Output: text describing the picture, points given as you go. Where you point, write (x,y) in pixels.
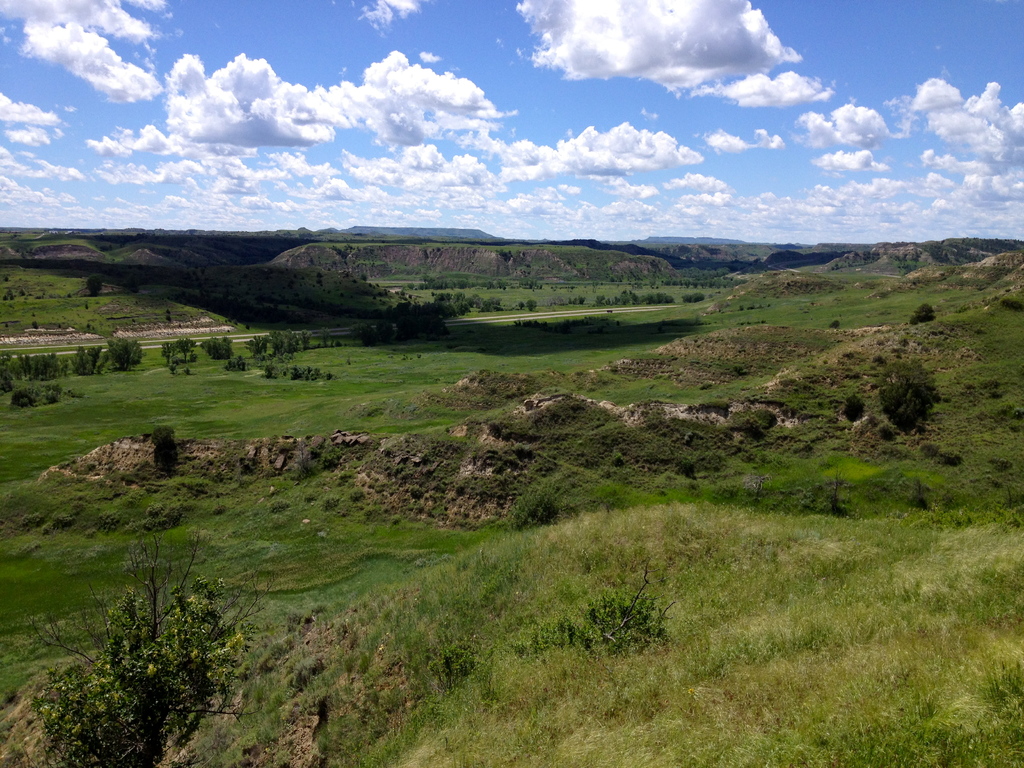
At the bottom of the picture (603,656), we see the grass (530,614) and in the left bottom of the picture (125,654), we see trees (185,711). There are trees (399,315) and hills (551,260) in the background (377,273). At the top of the picture (384,97), we see the sky (515,104) and the clouds (295,102).
